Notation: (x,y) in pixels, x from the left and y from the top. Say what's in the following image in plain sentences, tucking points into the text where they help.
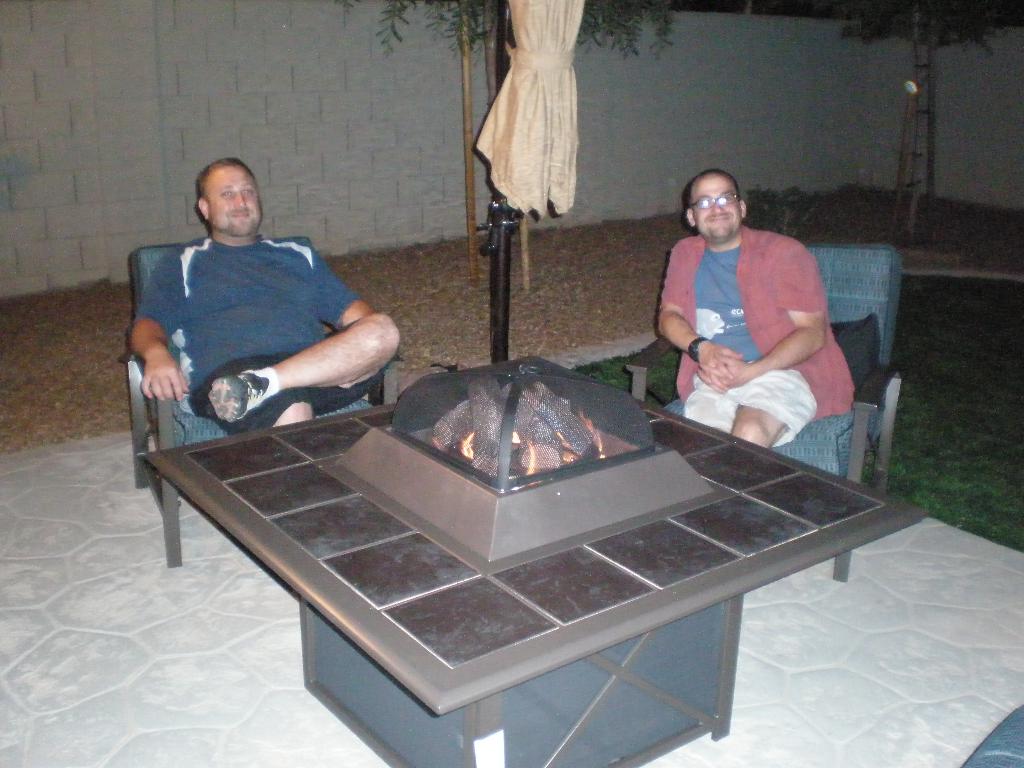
Here we can see two persons (752,332) are sitting on the chairs (792,452). This is table (524,591). This is floor (865,675) and there is grass (974,451). Here we can see a wall (647,84) and these are the trees (979,19).
